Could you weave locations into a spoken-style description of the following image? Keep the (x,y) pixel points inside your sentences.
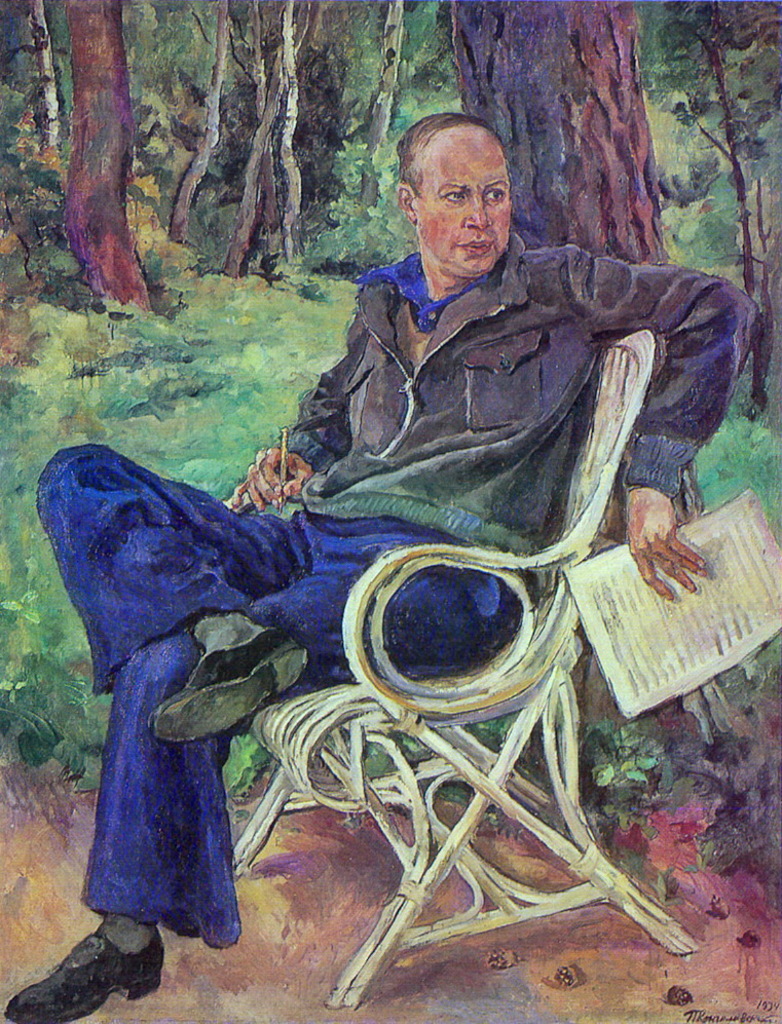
In this picture we can see the painting of a person (102,469) sitting on a chair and the person (659,461) is holding a paper (614,679) and pen (283,482). Behind the person (328,386) there are plants (245,388) and trees (367,135).
